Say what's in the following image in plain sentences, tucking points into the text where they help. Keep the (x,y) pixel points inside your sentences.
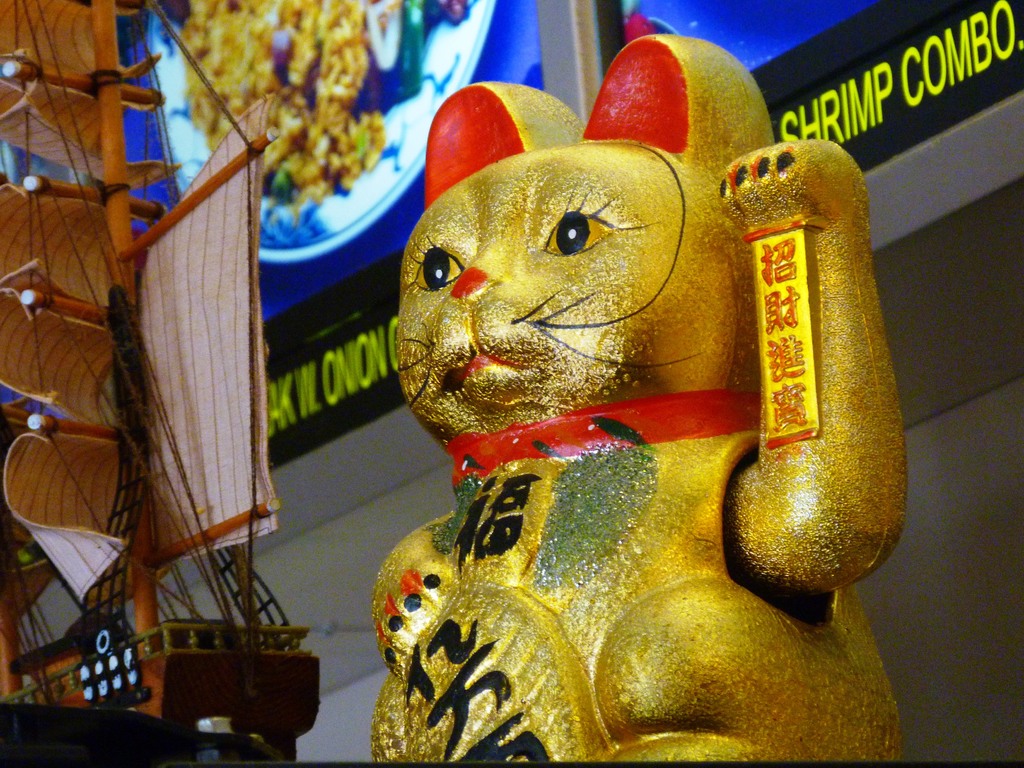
In this image we can see a toy (559,348) which looks like a cat (665,508) which is in gold color and to the side there is a ship (265,584). In the background (411,23), we can see some photo frames (950,58) attached to the walls (1013,227).
